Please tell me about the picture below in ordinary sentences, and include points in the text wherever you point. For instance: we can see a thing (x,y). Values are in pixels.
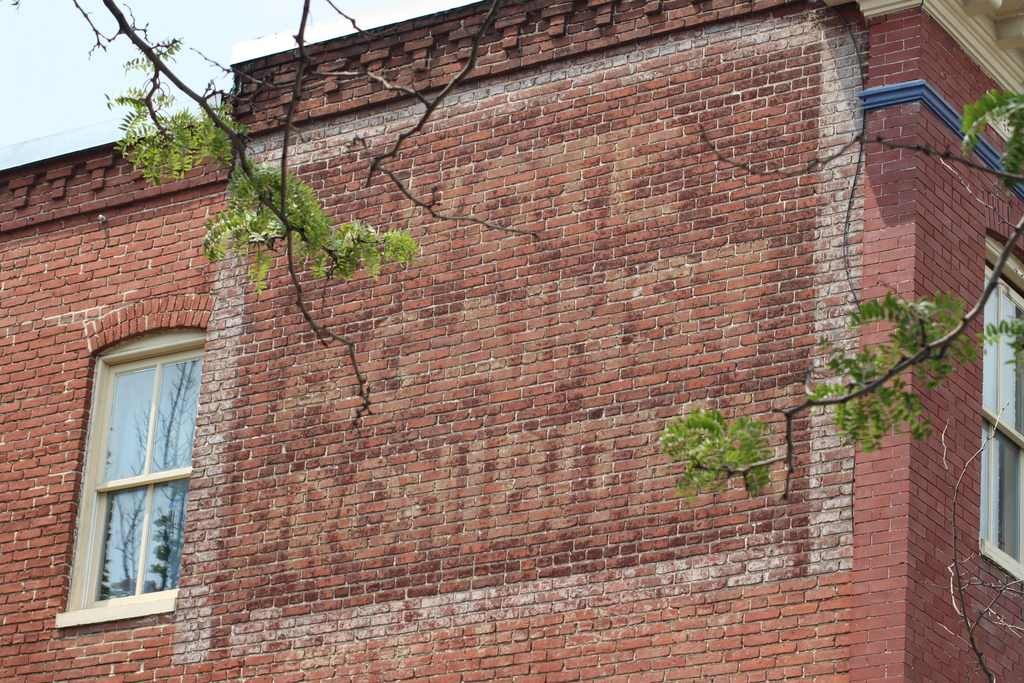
Here in this picture we can see a building (996,262), which is made of bricks (997,653) present over there and we can see couple of windows (165,369) present on the building (973,427) over there and in the middle (624,237) we can see something written on the wall (210,527) and in the front (282,203) we can see branches (250,185) of trees (305,190) hanging over there.
